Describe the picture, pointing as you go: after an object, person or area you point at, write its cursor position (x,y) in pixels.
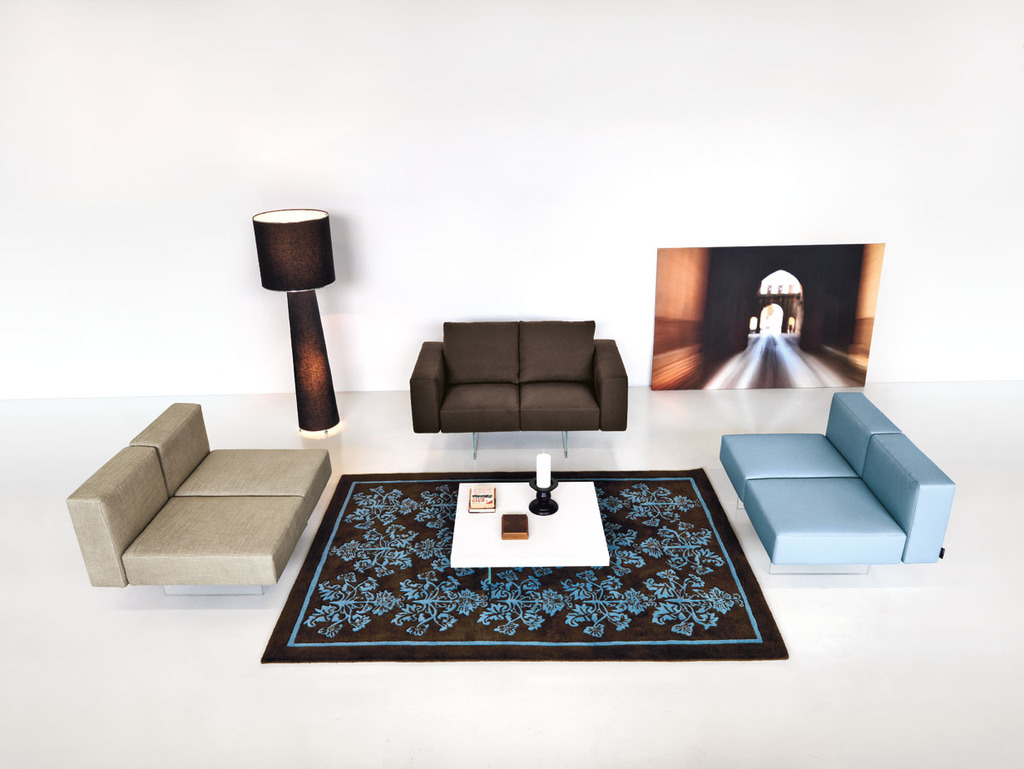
In this image, There is a floor (103,737) which is in white color, In the middle (356,500) there is a black color cloth (315,639) on that there is a white color table (550,556) on that table (530,528) there is a black color object (542,488), There is a black color sofa (479,382) in the middle (514,397), In the right side (771,517) there is a blue color sofa (828,479), In the left side (176,526) there is a gray color sofa (206,520), There is a black color light (301,406), In the background (336,330) there is a white color wall (398,214).
